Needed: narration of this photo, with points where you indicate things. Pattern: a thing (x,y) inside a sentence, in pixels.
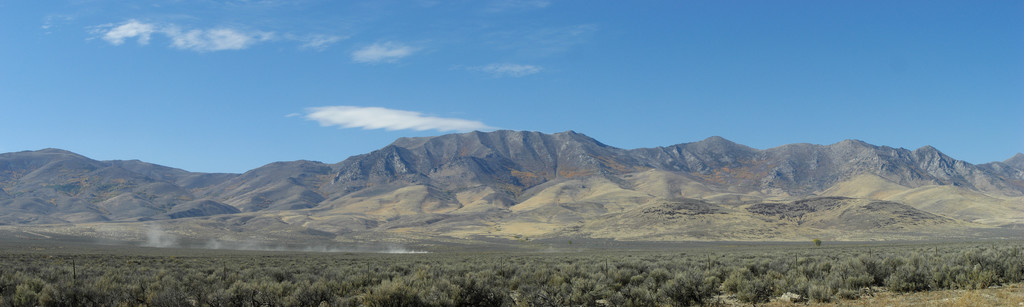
In the foreground of this image (542,279), we can see plants (502,300) on bottom of the image (297,300) and some smoke (406,249) in the middle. In the background (166,214), we can see mountains (421,162), sky (231,117) and the cloud (351,115).
